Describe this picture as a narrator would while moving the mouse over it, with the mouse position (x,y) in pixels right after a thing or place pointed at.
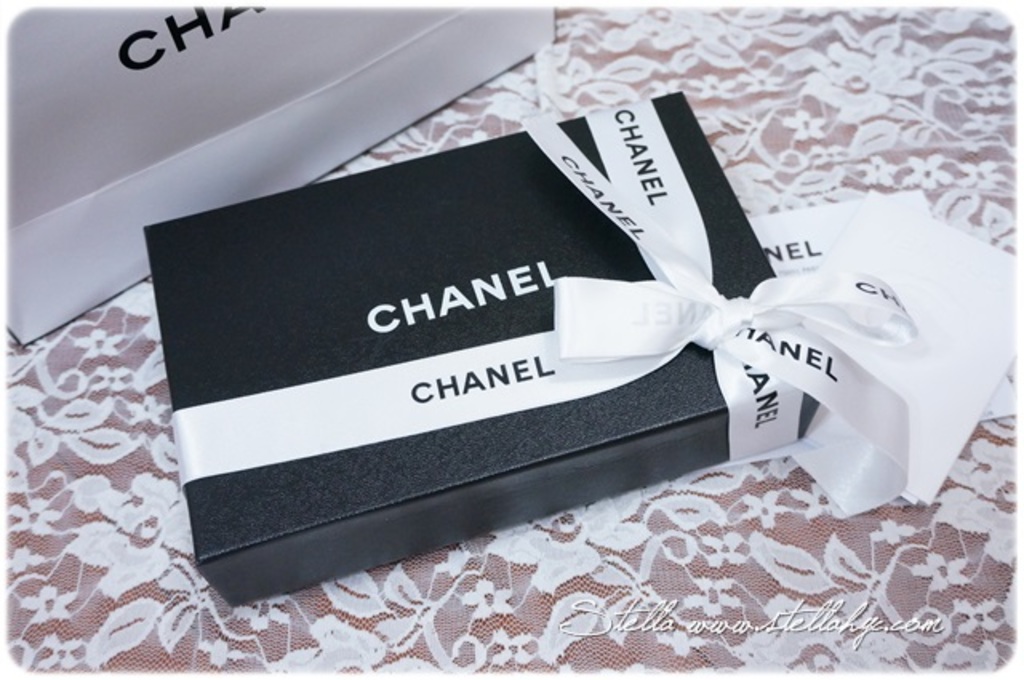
In this image we can see a black color box (729,252) with white color ribbon (766,320) and with some text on it. Here we can see the white color bag (170,127) which is placed on the net cloth (775,66). Here we can see some text (898,628) on the bottom right side of the image (918,625).
